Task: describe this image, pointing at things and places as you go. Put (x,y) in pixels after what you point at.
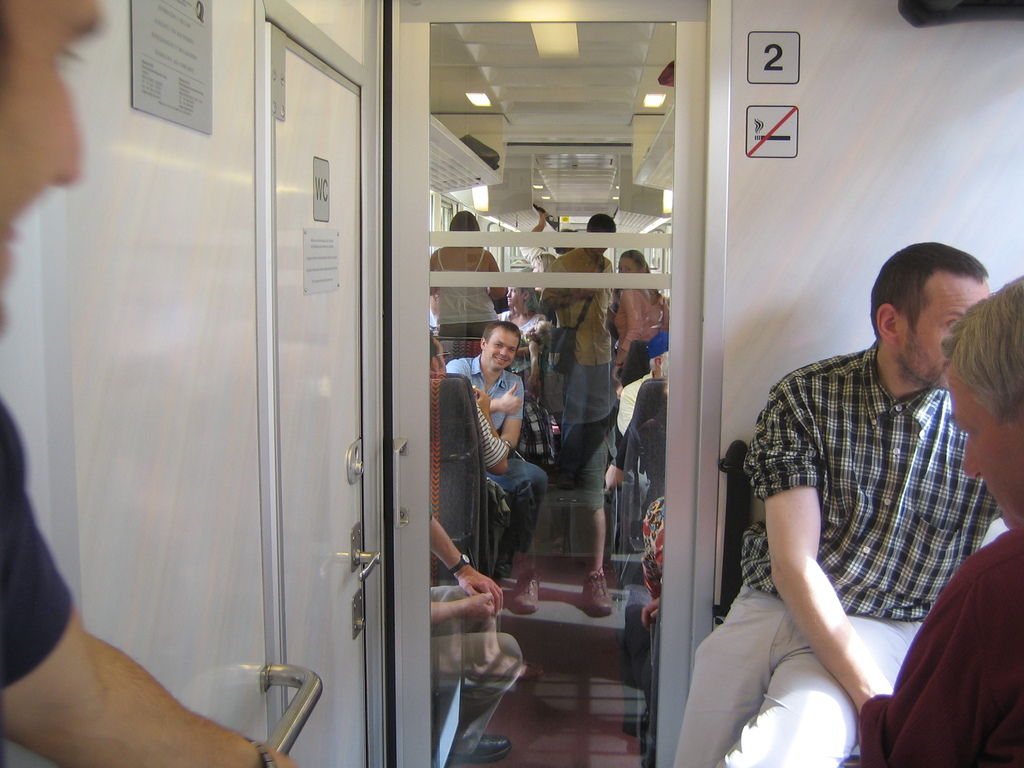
In this image we can see the inner view of a compartment (409,369). In the compartment (683,468) there are persons (829,614) sitting on the seats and persons (607,543) standing on the floor (546,597). In the background (766,50) we can see number plates (781,64), sign boards (761,134) and electric lights (469,96) on the top (775,127).
